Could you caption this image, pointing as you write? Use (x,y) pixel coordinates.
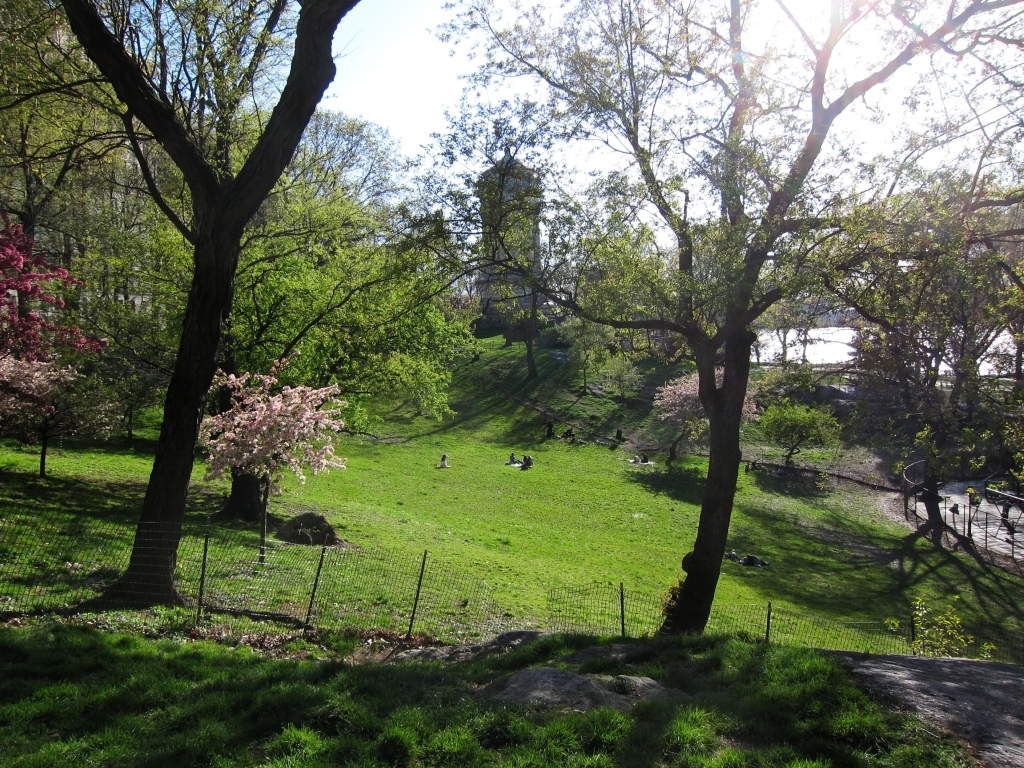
In this image at the right side (985,516) there is a road (959,492) and at the background (416,265) there are trees (720,231), water (832,334) and at the bottom (505,547) there is grass (489,514) on the surface (489,512).
